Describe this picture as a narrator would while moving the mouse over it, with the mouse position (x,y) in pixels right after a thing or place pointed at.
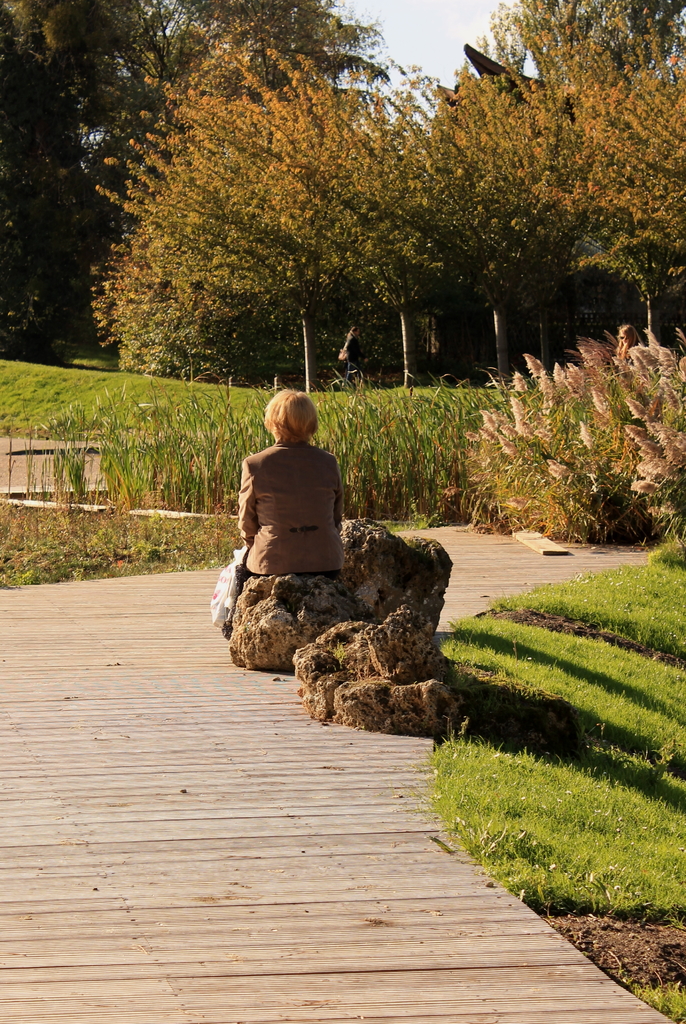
In the picture we can see woman (256,546) wearing brown color dress (305,553) sitting on stone (379,614), there is walkway (169,834) and in the background of the picture (219,412) there are some plants (219,412), trees (250,124) and there is clear sky (415,34).
